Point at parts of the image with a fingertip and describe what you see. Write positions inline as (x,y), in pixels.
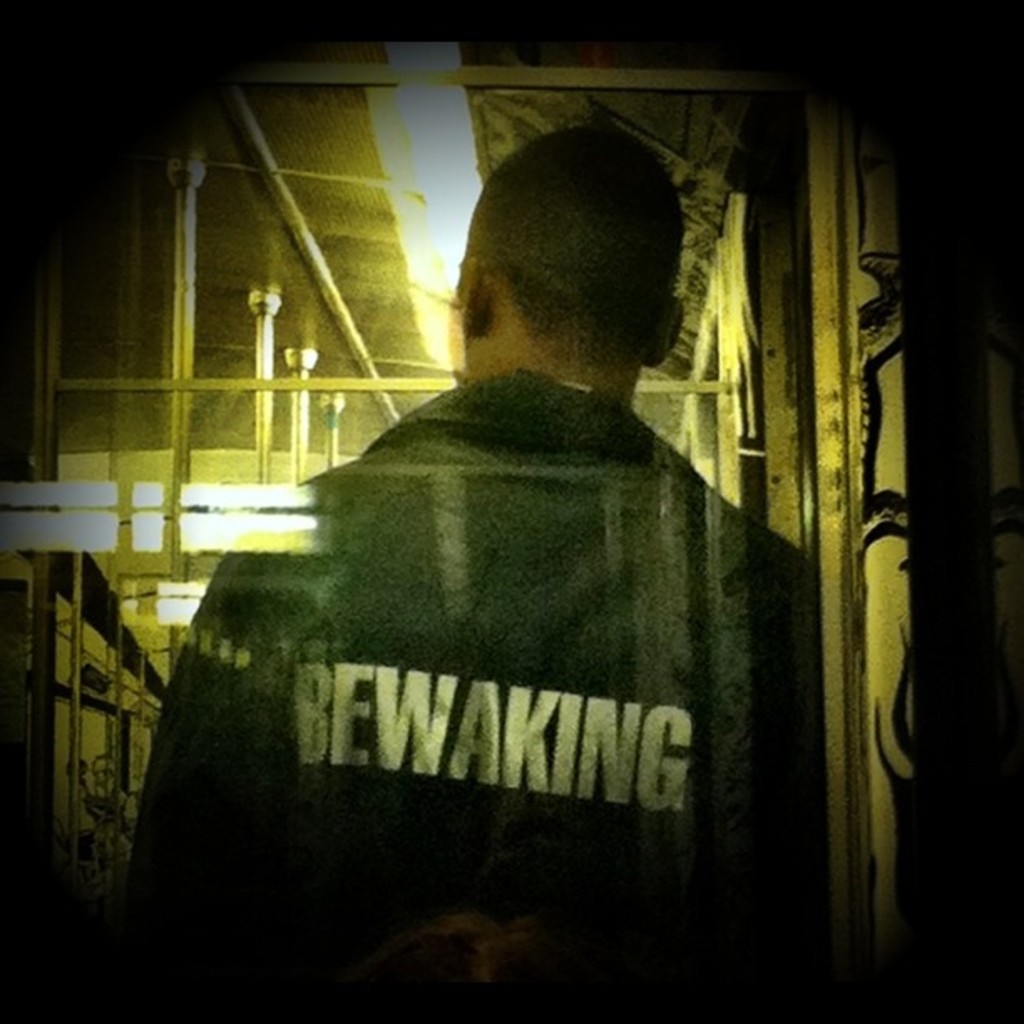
In the picture we can see a photograph (484,699) of a man (651,482) standing and facing back side and behind his shirt (230,827) it is written as be waking and in front of him we can see some poles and to the ceiling (214,288) we can see a light (461,119).
